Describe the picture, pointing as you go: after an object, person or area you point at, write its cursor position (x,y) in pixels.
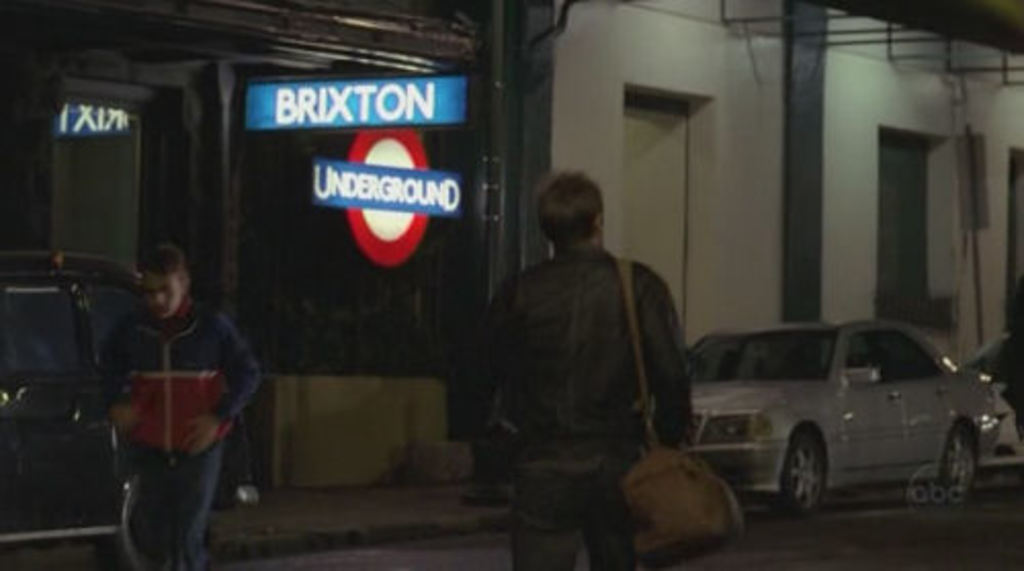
In this picture there is a man (585,320) who is wearing jacket (579,336) and bag (647,498). He is standing on the road (584,555). On the left (225,403) there is a man (161,403) who is standing near to the black car (95,440). In the back (398,119) I can see the sign boards (366,157), poles (503,206), building (452,235), doors (682,289) and shelter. On the right (910,398) I can see a white car (909,391) which is parked near to the pole (791,218).
